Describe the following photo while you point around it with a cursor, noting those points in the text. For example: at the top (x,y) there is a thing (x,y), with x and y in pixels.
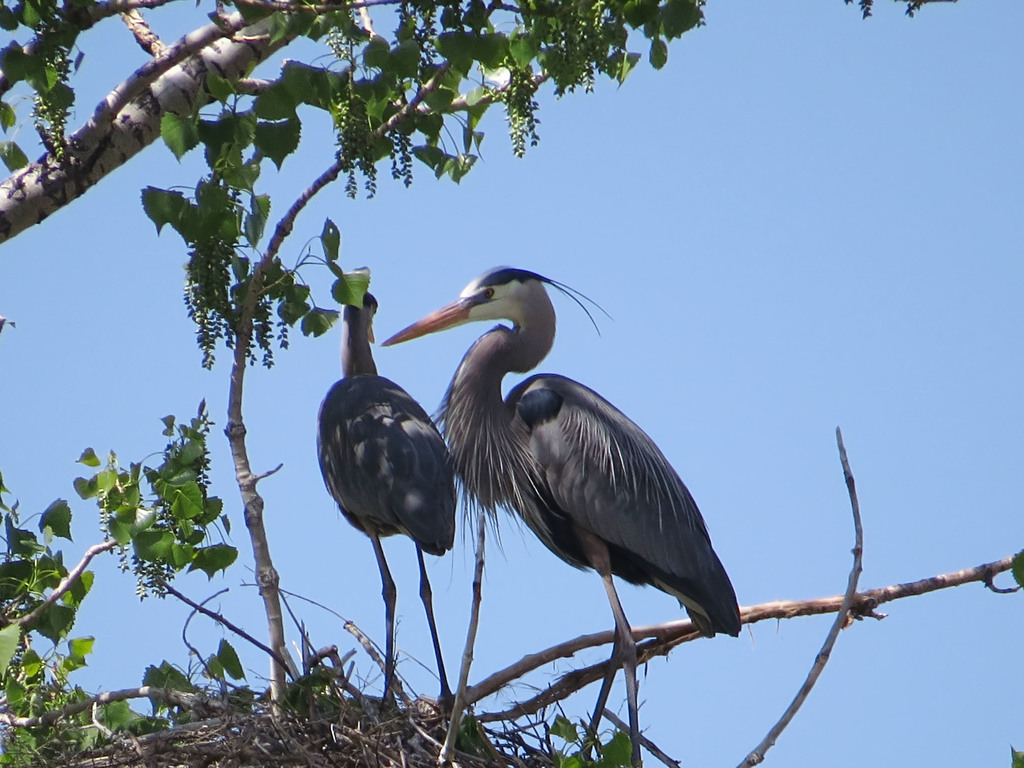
In this image I can see two birds (378,544) visible on the tree (105,480) and in the background (115,448) I can see the sky (737,144).
